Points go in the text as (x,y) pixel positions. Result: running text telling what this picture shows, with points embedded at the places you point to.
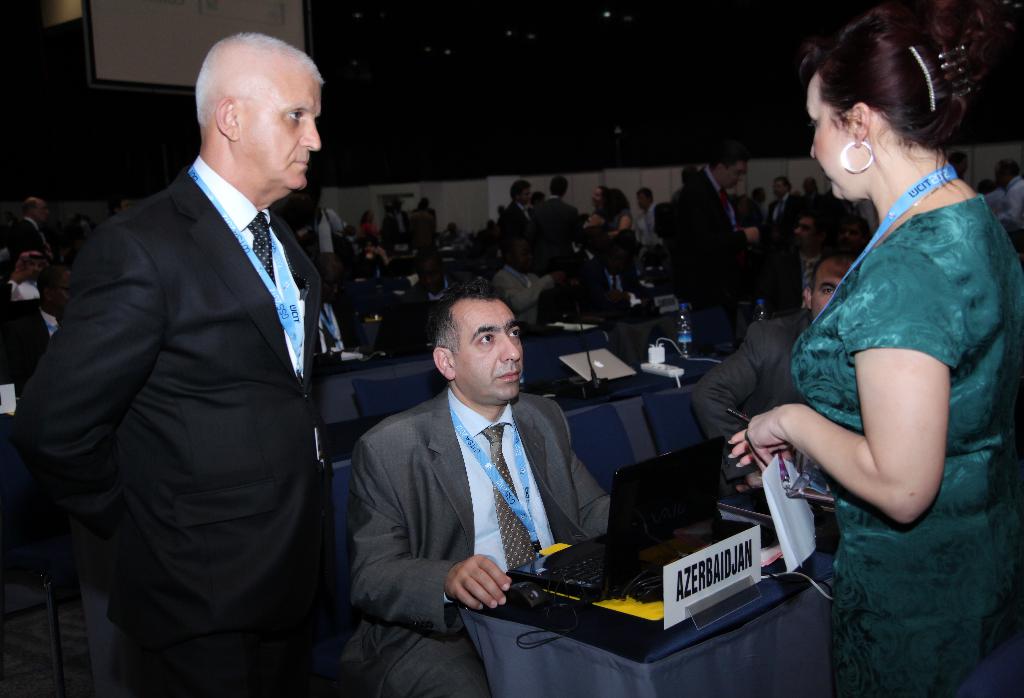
In this image we can see many people (181,252). There are few people (641,288) are sitting and few (709,238) are standing in the image. There are many objects (720,521) placed on the tables (641,315). There are few people (235,42) wearing an identity card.
